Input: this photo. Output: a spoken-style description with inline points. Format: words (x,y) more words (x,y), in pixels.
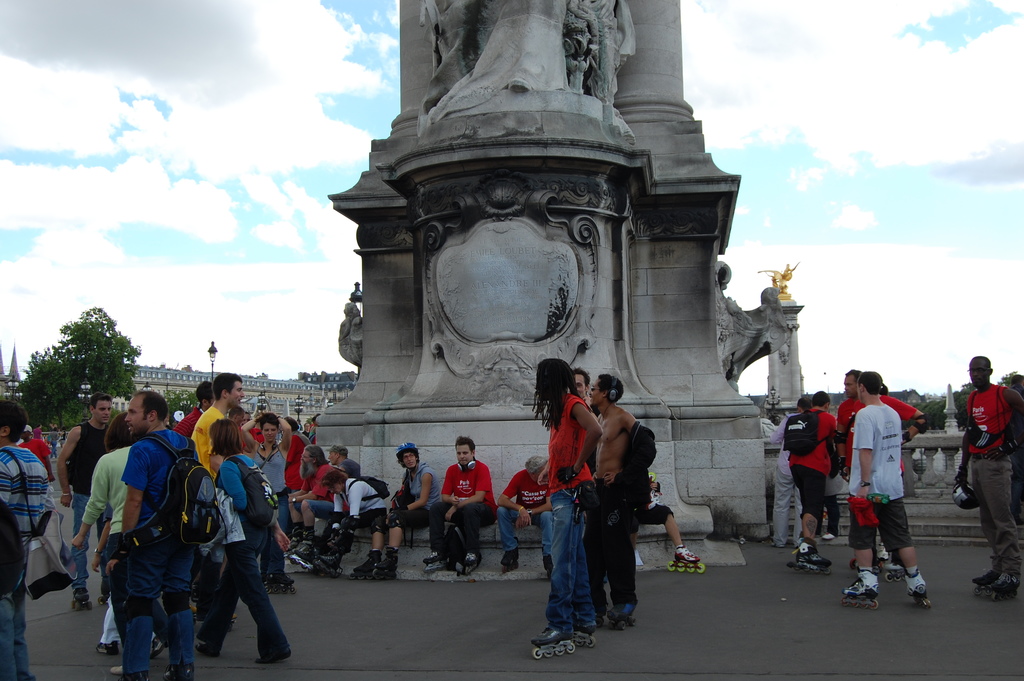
In this image people (915,575) are gathered near the statue (766,296), which is at the middle (499,453) and background (886,194) is the sky (887,145).
